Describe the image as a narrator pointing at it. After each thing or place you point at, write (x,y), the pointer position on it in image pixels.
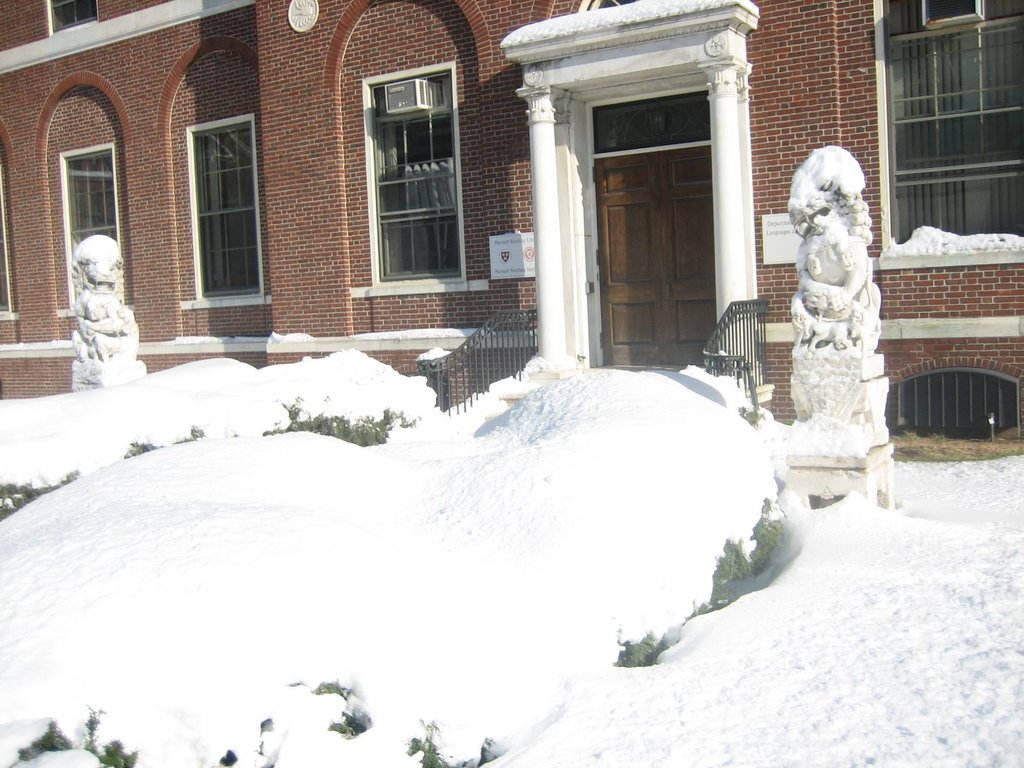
In the image we can see the building (174,97) and these are the windows (975,150) of the building (635,181). Here we can see the door (618,225) and the fence (487,368). Here we can see the snow (286,630), white in color and the sculptures (838,334).
